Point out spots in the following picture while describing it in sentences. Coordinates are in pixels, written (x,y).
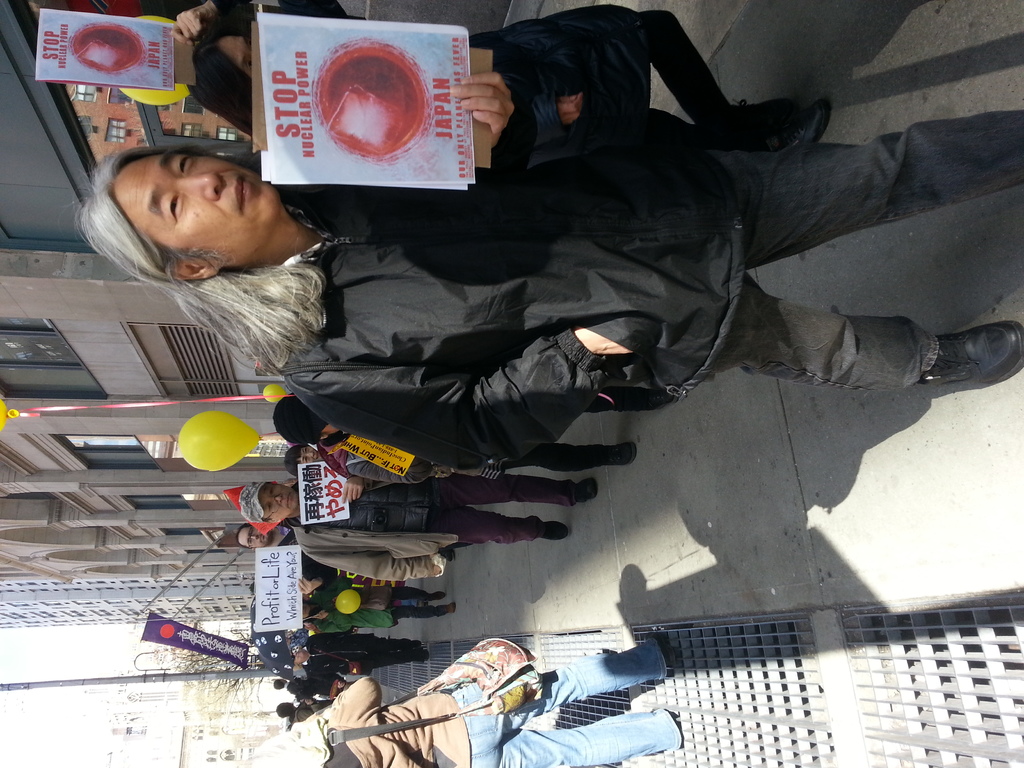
In this picture there is a man (715,224) who is holding a poster (444,116), beside him we can see another man (219,85) who is wearing a black dress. At the bottom (422,688) there is a woman (418,752) who is wearing jacket (379,748), bag (485,662), jeans (494,741) and shoe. She is standing on the ground (761,721). In the background (302,671) we can see many peoples (329,630) were walking on the road (514,624) and holding the posters (287,588). Beside them we can see the pole (264,677). On the left (113,383) we can see the buildings (162,526). In the bottom left corner (33,730) there is a sky (20,710).
